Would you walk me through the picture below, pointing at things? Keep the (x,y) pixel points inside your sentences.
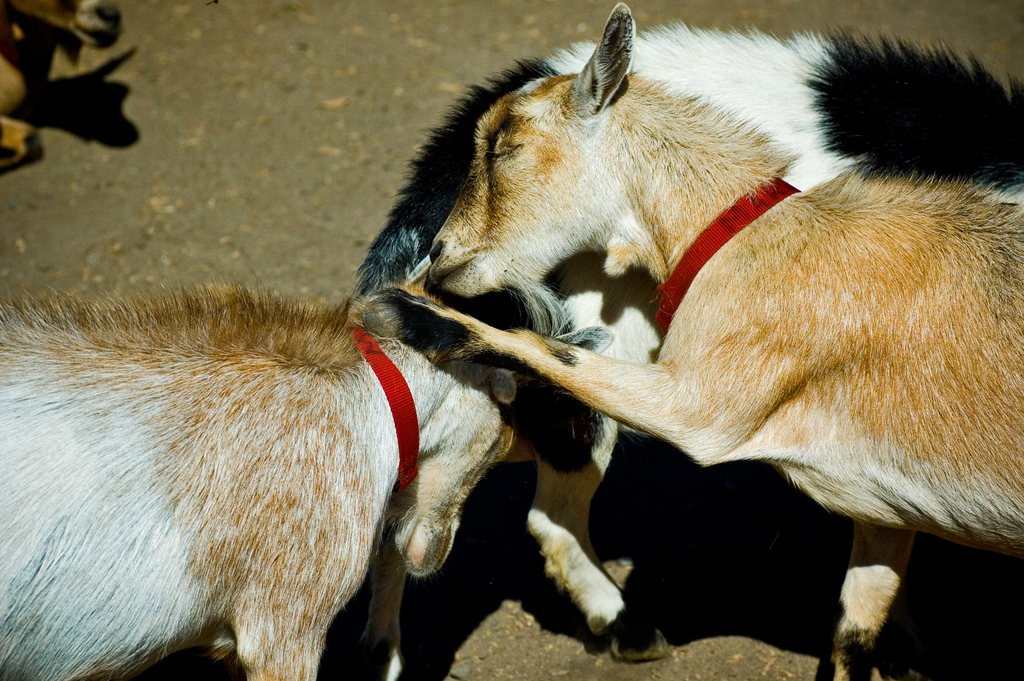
This image consists of goats (220,407). At the bottom (477,521), there is a road (552,654). And they are tied with red color belts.
